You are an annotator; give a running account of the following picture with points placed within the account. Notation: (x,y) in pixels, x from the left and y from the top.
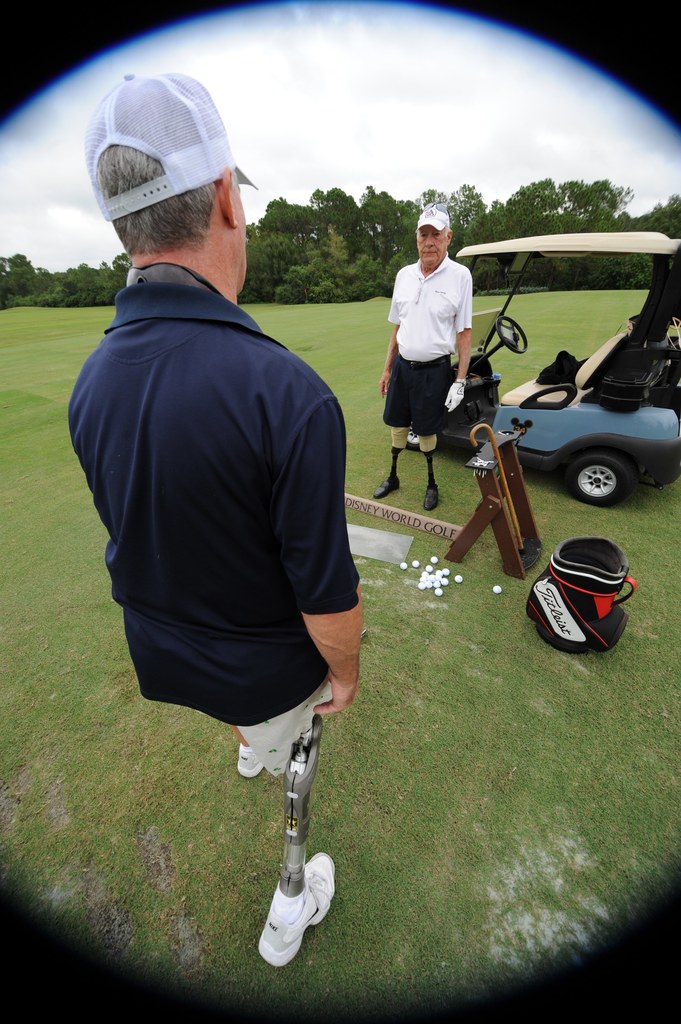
In this image there are two persons (416,384) wearing white cap (156,126) and t-shirt (302,524). They both are having artificial legs (299,852). Here there is a vehicle (584,431). Here there are few balls (458,578). In the background (256,232) there are trees (348,244). The picture is clicked in a grass field (242,802).
